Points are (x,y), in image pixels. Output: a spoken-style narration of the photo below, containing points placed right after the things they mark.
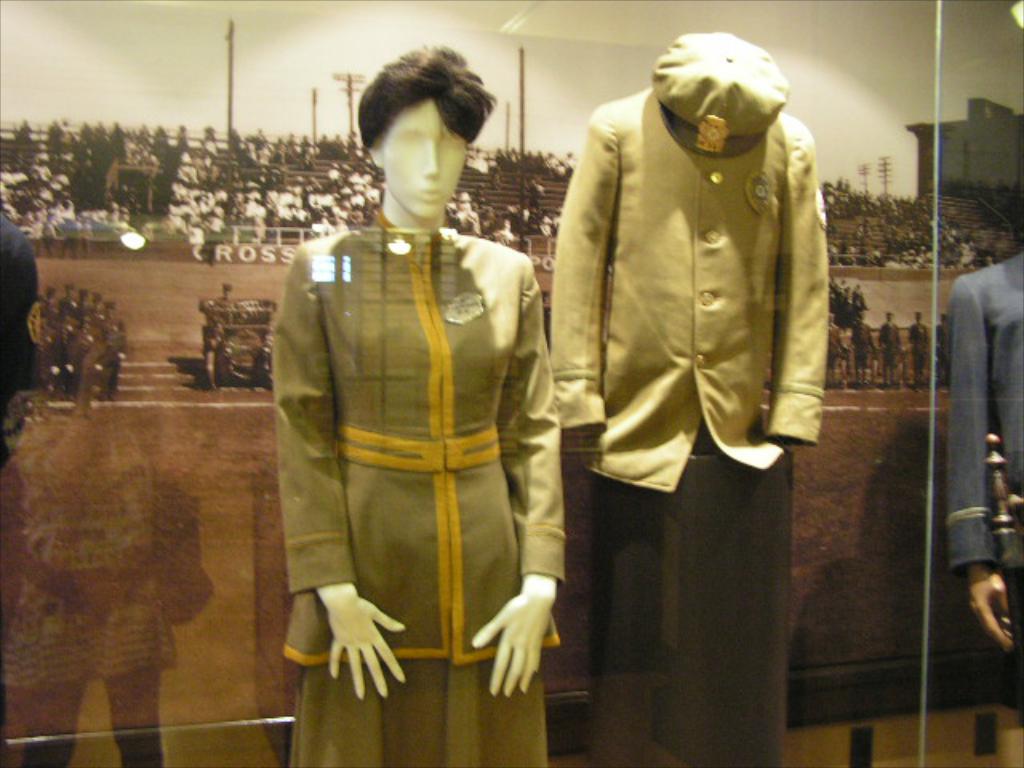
Here we can see mannequins (1012,380) with dress (719,373). Background (995,231) there is a poster (327,29). On this poster (219,43) we can see people (559,154) and poles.
